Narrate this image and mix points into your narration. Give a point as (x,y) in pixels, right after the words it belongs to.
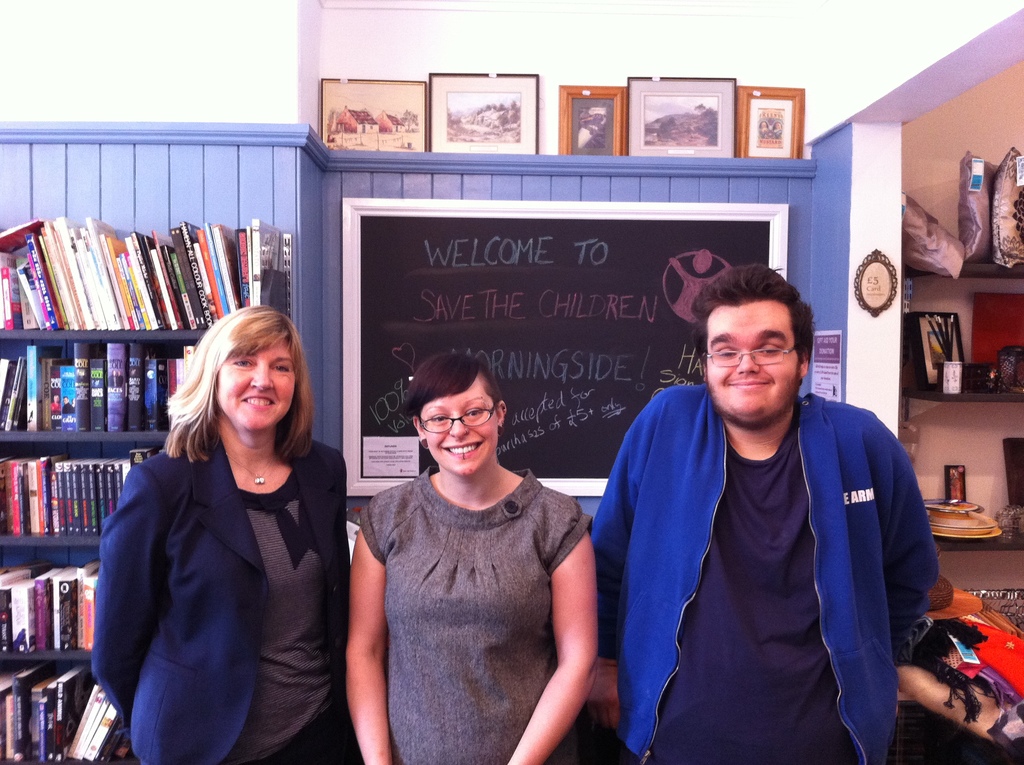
In this picture there are people (577,553) standing and smiling. We can see objects (911,678) on the platform (908,697). In the background of the image (925,239) we can see books (19,407), pillows (923,221) and few objects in racks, board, posters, frames (441,115) and wall (994,476).
